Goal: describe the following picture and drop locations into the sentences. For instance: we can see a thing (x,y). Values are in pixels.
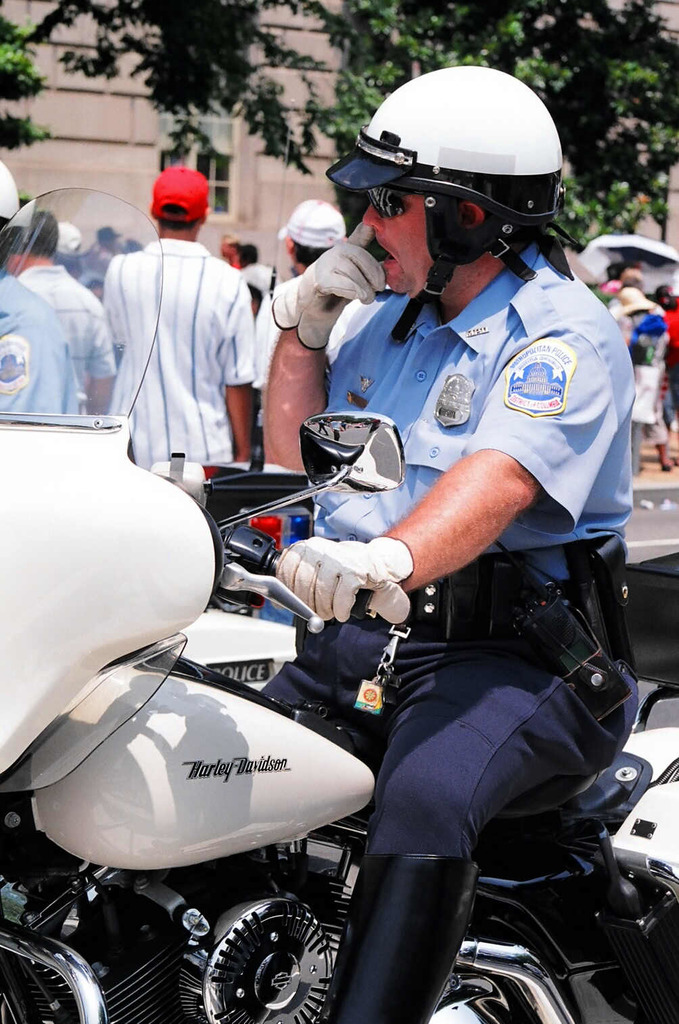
A policeman (427,201) is sitting on a motorbike (344,909). He is wearing a helmet (448,190). There are some people (161,313) behind him. There is a tree (351,35) and building (133,98) in the background (77,91).
